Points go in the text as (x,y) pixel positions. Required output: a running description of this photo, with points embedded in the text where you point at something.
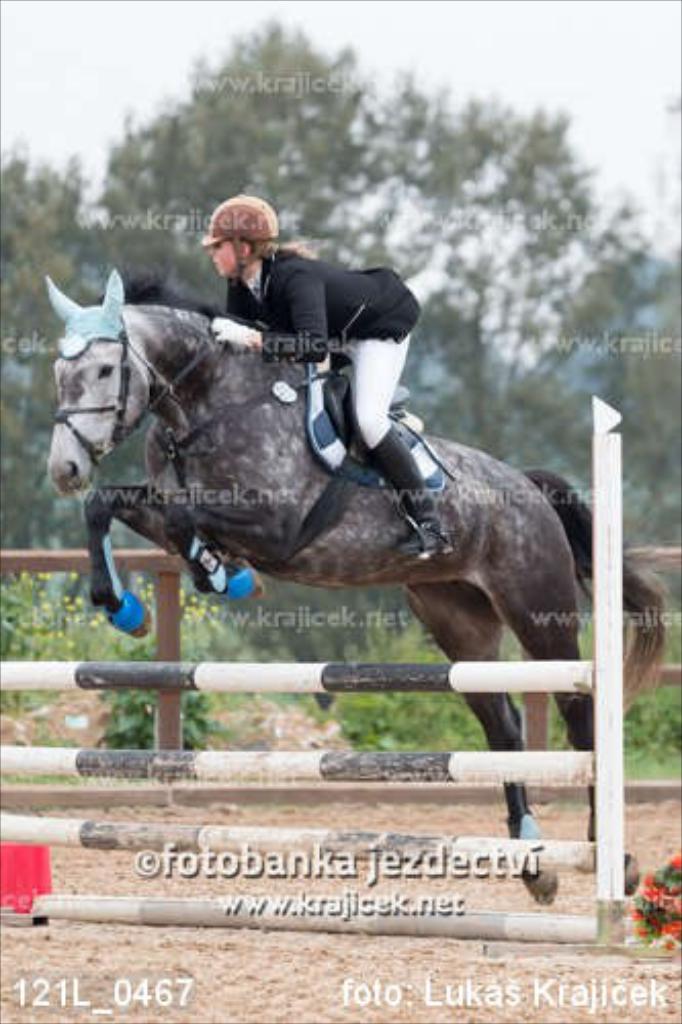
In this image the person (386,334) is riding a horse (154,399) through a barricade (101,771), and behind that we can see trees (341,167) and plants (674,701) and the person (224,240) is wearing an helmet (240,235).
